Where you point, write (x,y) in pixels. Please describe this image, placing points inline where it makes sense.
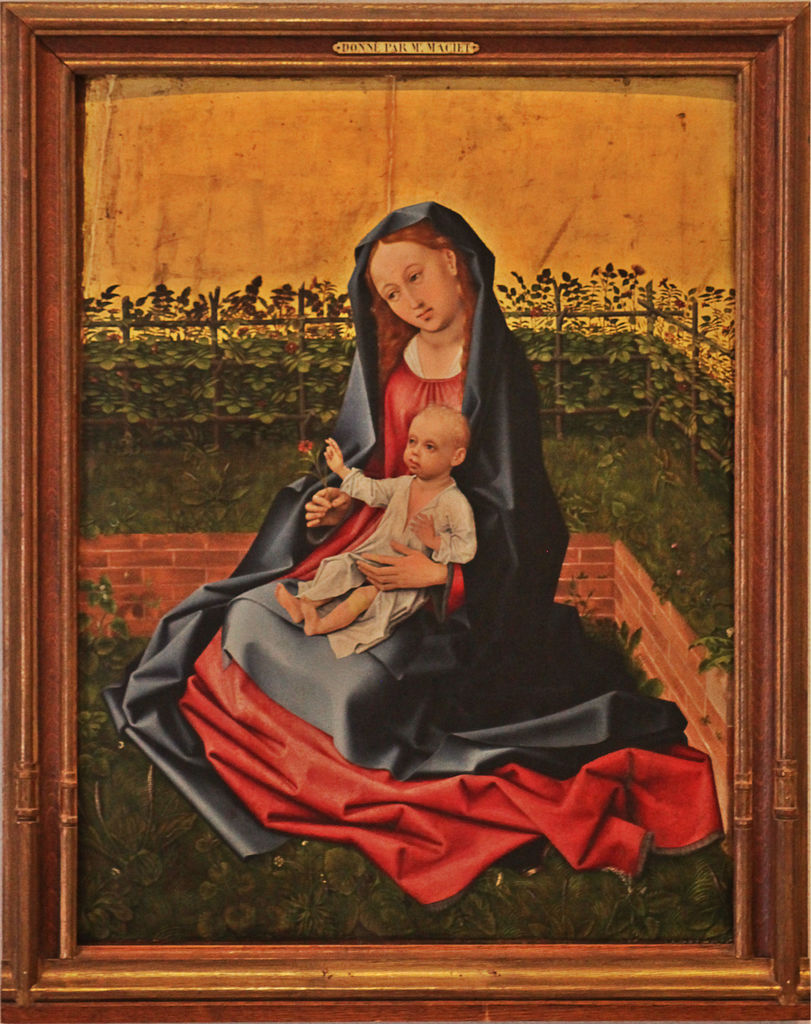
This is a photo frame (610,794), on this frame (658,624) we can see a woman (589,826) with a child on her and in the background (609,507) we can see a brick wall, fence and plants (654,530).
